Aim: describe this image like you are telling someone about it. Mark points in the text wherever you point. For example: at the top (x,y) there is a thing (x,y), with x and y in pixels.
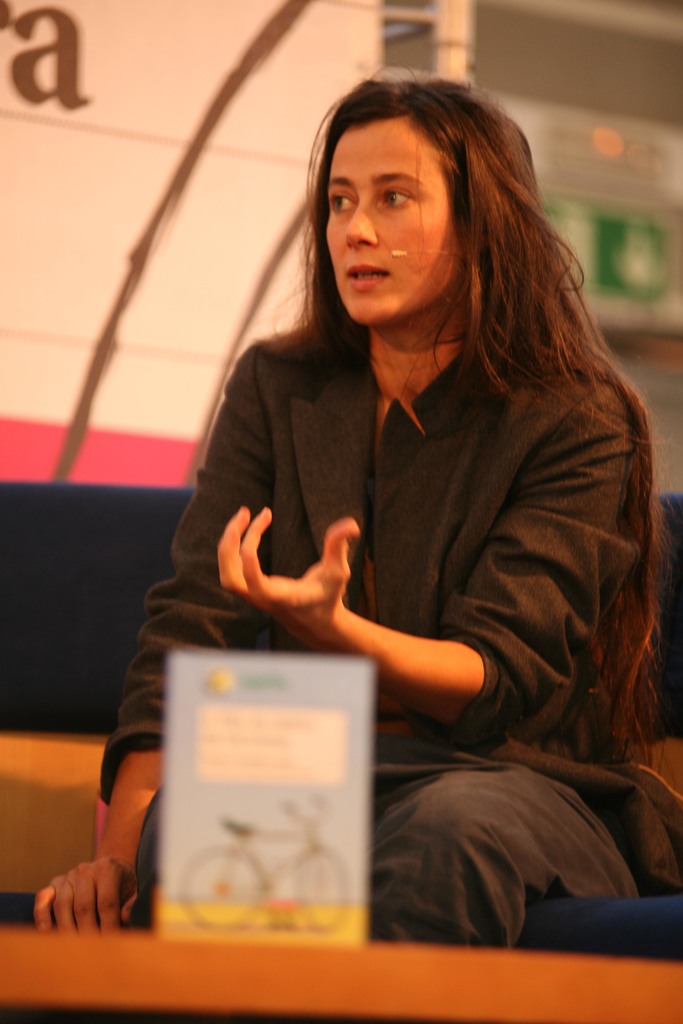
In this image I can see a woman (531,599) sitting wearing black dress (535,615). Front I can see a board (290,760) which is in blue and yellow color. Back I can see a white and pink color.
